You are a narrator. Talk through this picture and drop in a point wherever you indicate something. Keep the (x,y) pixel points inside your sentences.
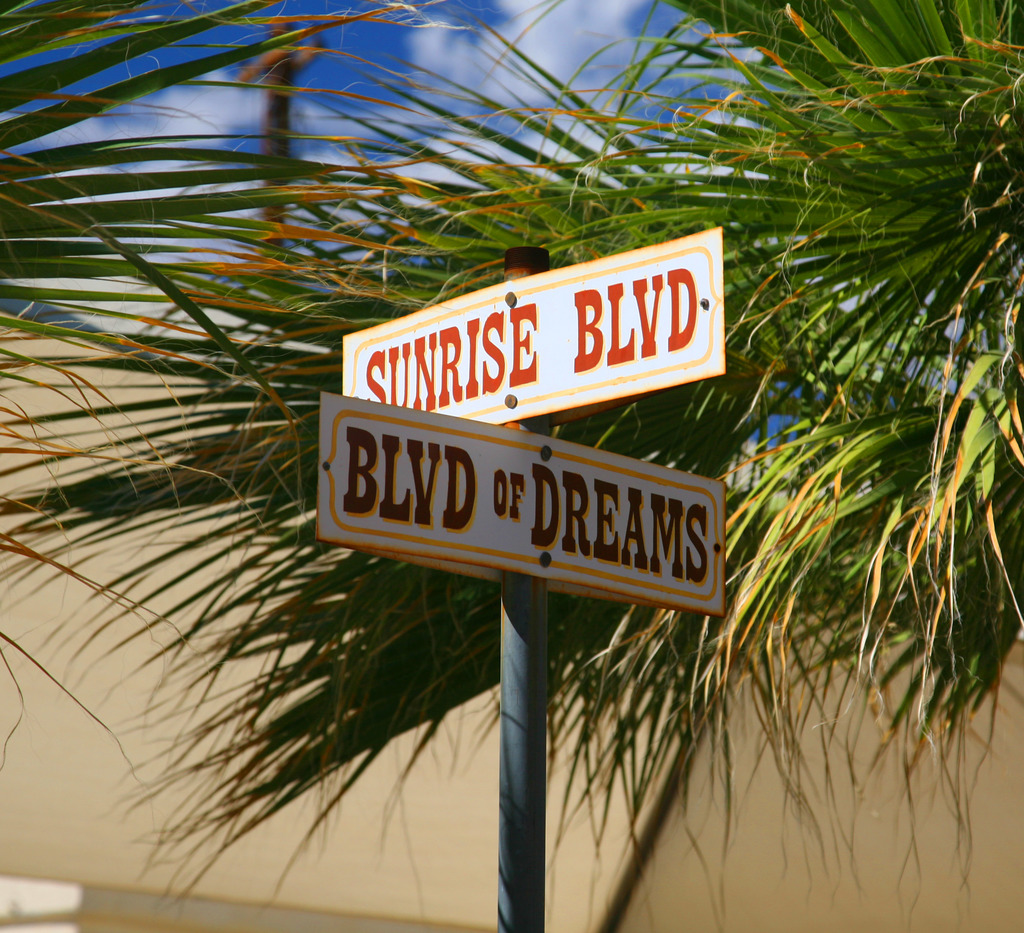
We can see boards (500,406) on pole (513,681) and leaves (670,216). Background (104,797) we can see wall (101,785) and sky (551,61) with clouds (604,54).
